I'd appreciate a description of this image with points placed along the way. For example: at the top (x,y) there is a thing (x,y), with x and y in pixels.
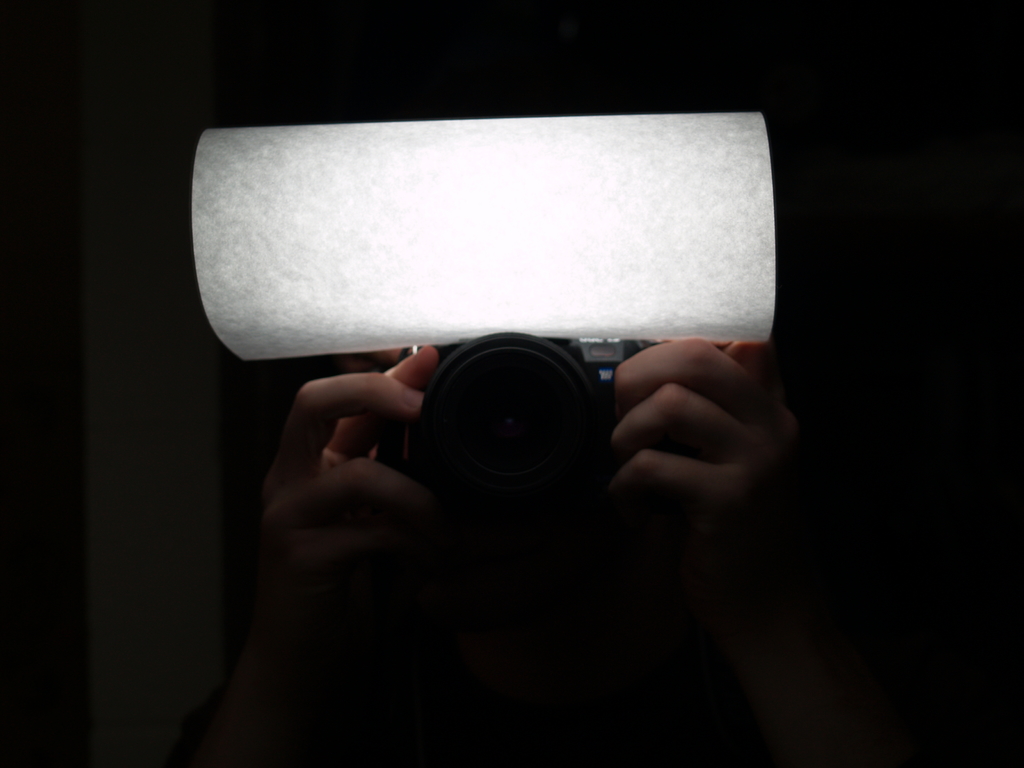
In this picture I can see a person (399,388) is holding a camera (481,436) and a white color object (501,237). The background (871,331) is dark.
